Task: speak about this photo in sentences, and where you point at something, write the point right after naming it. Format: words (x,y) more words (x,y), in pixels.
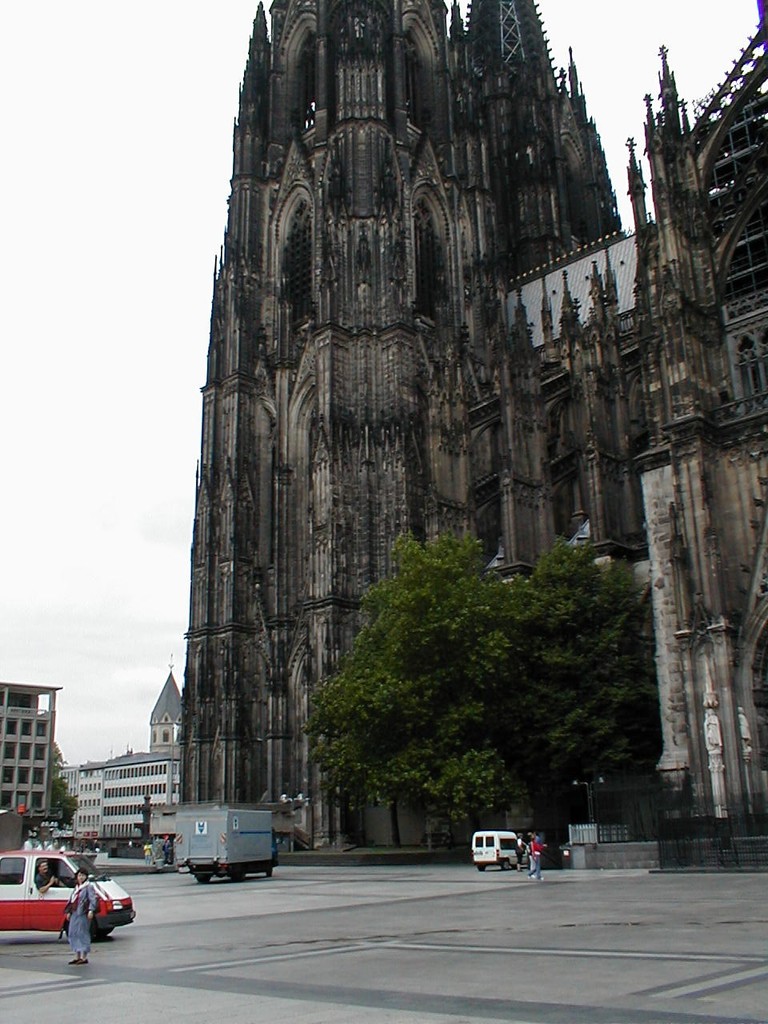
In the foreground of the picture (268,874) there are vehicles (42,911), people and road (734,950). In the middle of the picture (269,357) we can see buildings (16,774), trees (366,735), cathedral (387,430) and various other object (39,845). At the top (603,92) there is sky (624,40).
